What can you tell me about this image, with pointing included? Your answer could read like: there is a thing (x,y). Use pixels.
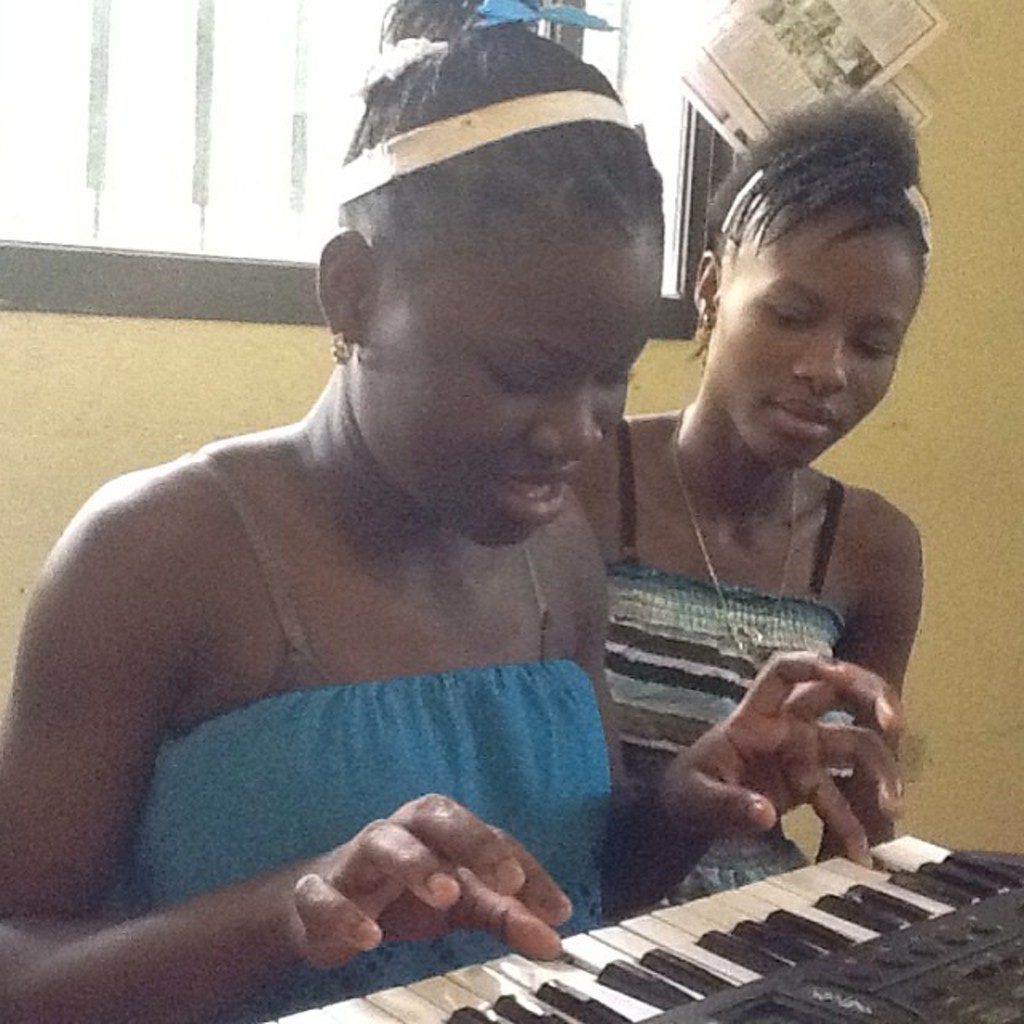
There are two girls (620,714) in the image where the girl (459,826) wearing a blue dress (357,788) is playing piano (744,920) and the girl (810,632) sitting next to her is watching. In the background (230,191) we can see a window (225,209) and a poster (784,39) attached to the wall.
